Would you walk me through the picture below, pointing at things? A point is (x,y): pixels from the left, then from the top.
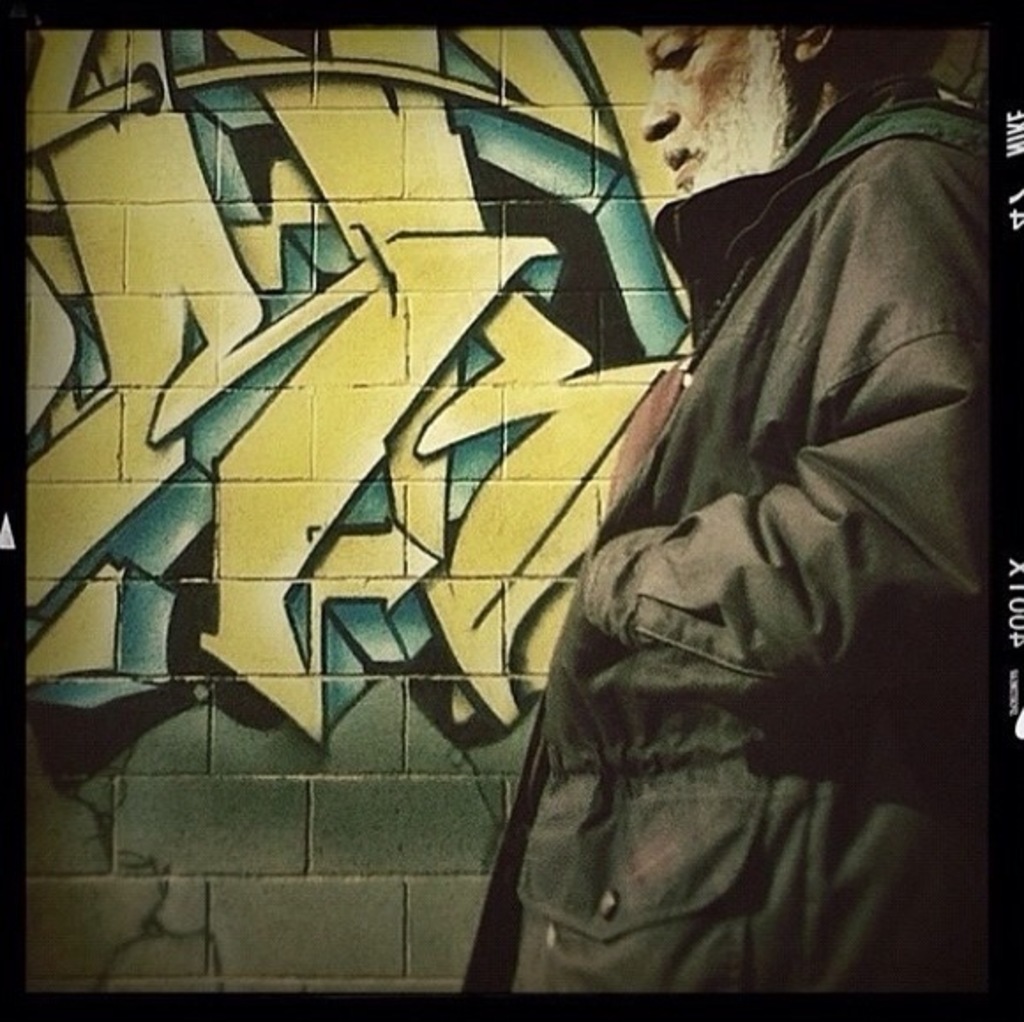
This image is taken outdoors. In the background (365,625) there is a wall (327,820) with a graffiti (351,690) on it. On the right side of the image (760,787) there is a man (875,646).
